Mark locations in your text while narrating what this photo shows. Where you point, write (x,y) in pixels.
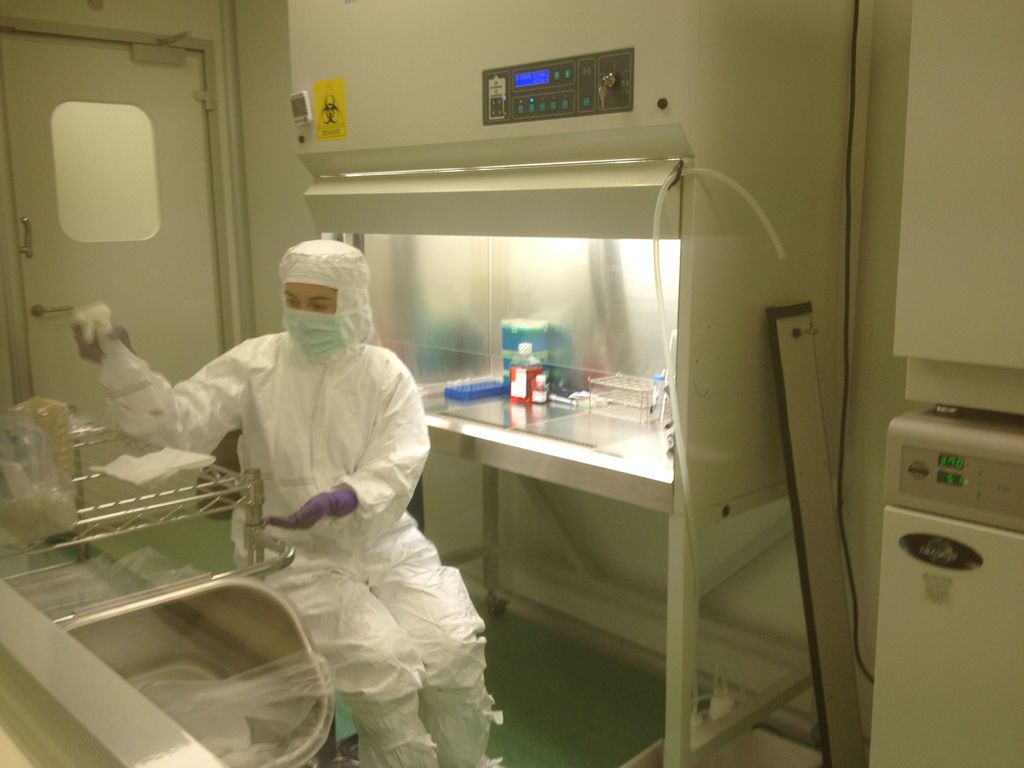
In this image there is one person (315,513) who is wearing a mask (309,348), and the person (274,350) is holding some object (92,325). In front of the person (157,422) there are some plastic covers (38,428) and some other objects (211,501), in the background (651,420) there is table (652,438) on that table (464,411) there are some baskets (603,391) and some other objects (533,389). In the background (173,196) there is door (177,172) and wall (779,553), and on the right side (809,529) there is one board (803,472) and in the center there are some boards (527,118). At the bottom (564,688) there is floor (640,694).
